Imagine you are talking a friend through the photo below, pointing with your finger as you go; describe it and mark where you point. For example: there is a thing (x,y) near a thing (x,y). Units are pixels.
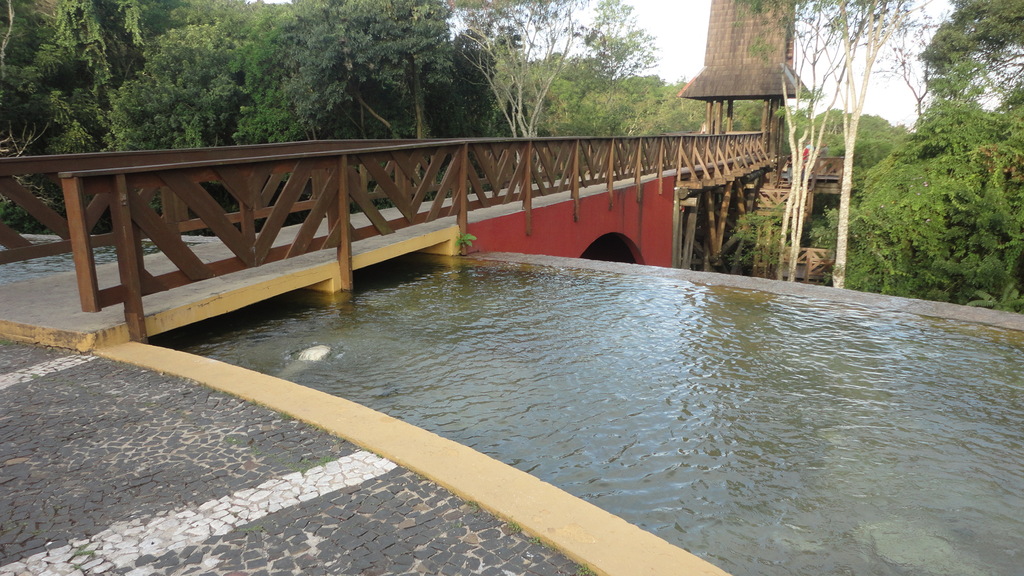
At the bottom of the picture (544,435), we see water (683,482) and the pavement (304,475). In the middle of the picture (404,246), we see a bridge (473,226) and a railing (401,182). At the top (738,16), we see a tower (706,62). On the right side (869,152), we see the trees (877,210). There are trees (903,205) in the background (387,103).
